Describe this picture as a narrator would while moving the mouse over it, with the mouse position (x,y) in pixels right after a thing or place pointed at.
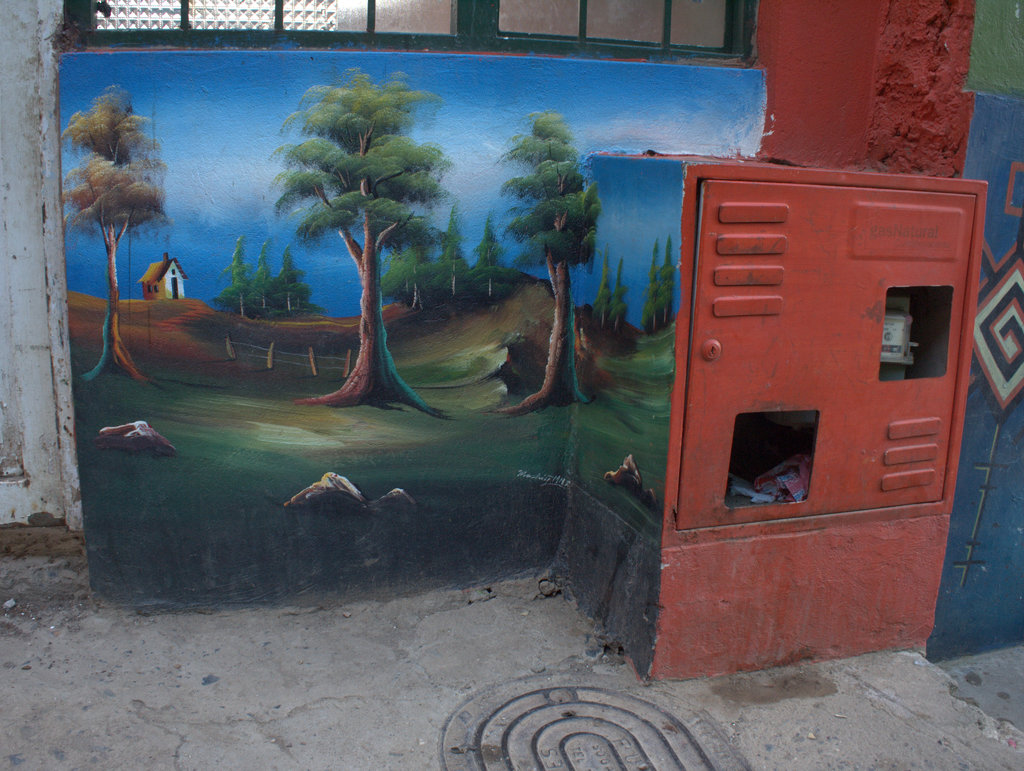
In the picture there is some object (822,327) attached to a wall (883,142), it is painted in red color and beside the object (790,354) there is a beautiful scenery painting (160,199) on the wall (377,145), above that there are two windows (602,23).
